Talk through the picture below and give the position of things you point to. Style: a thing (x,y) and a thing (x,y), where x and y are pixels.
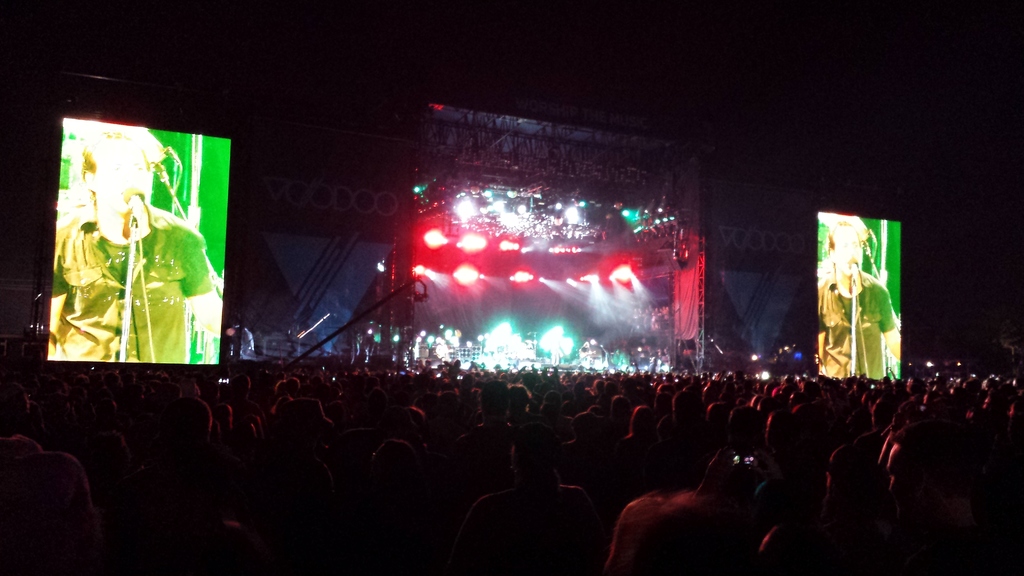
In this image, we can see a concert. There is a crowd (323,496) at the bottom of the image (513,505). There is a screen (167,233) on the left (125,238) and on the right side of the image (848,270).
